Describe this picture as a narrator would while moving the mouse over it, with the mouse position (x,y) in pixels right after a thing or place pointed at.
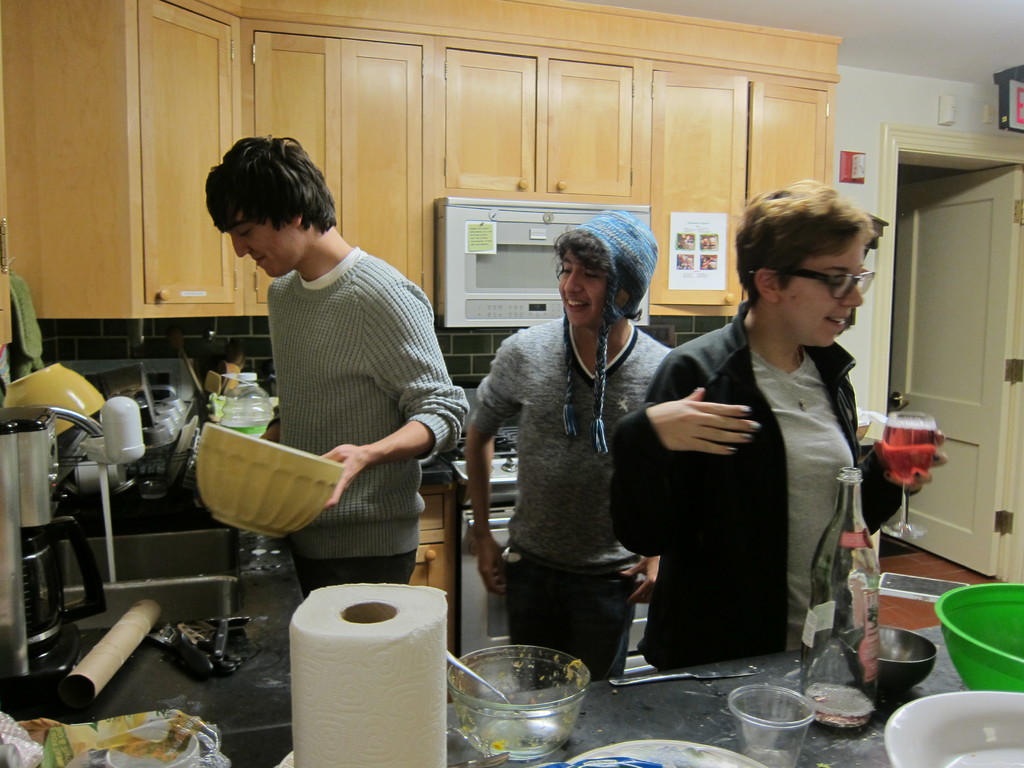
In this image we can see three persons (550,437) standing in kitchen (427,466) doing some work holding some glasses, bowls (246,482) in their hands (340,456) and there are some utensils (72,542), cups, bowls (461,722), glasses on kitchen surface (264,751), we can see a stove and in the background of the image (391,116) there is a cupboard (587,189), microwave oven (546,266) and a door (973,232).
